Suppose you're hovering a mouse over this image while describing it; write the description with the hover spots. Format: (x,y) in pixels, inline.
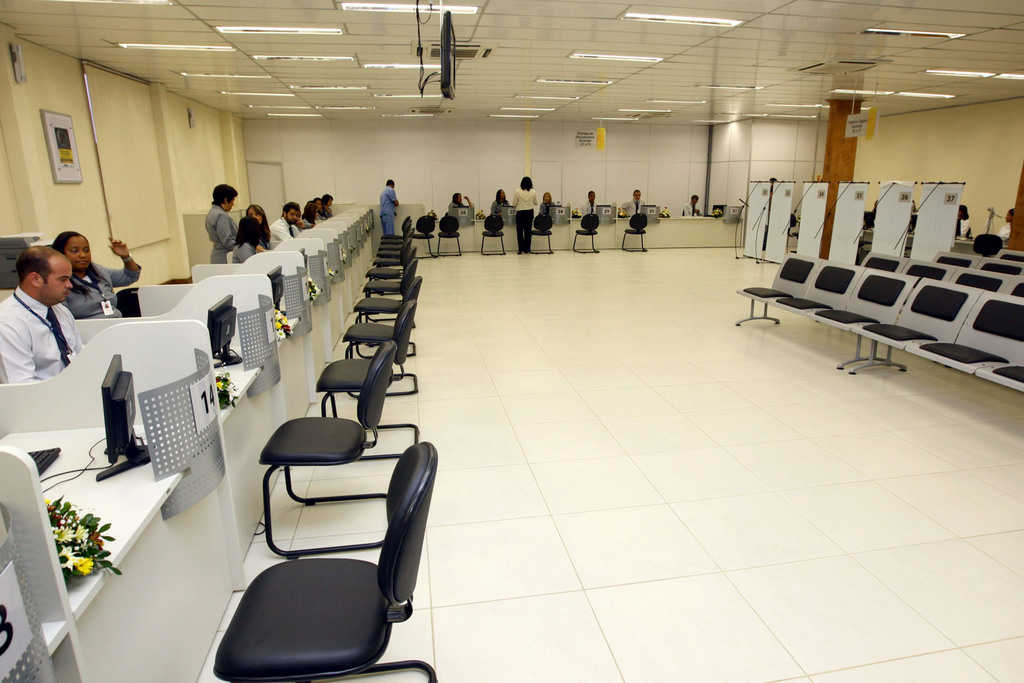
In this image I can see group of people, some are sitting and some are standing. In front (220,316) I can see few systems (126,470) and I can also see few chairs (366,610) in black color. In the background (460,152) I can see the wall (554,198) in cream and white color.
